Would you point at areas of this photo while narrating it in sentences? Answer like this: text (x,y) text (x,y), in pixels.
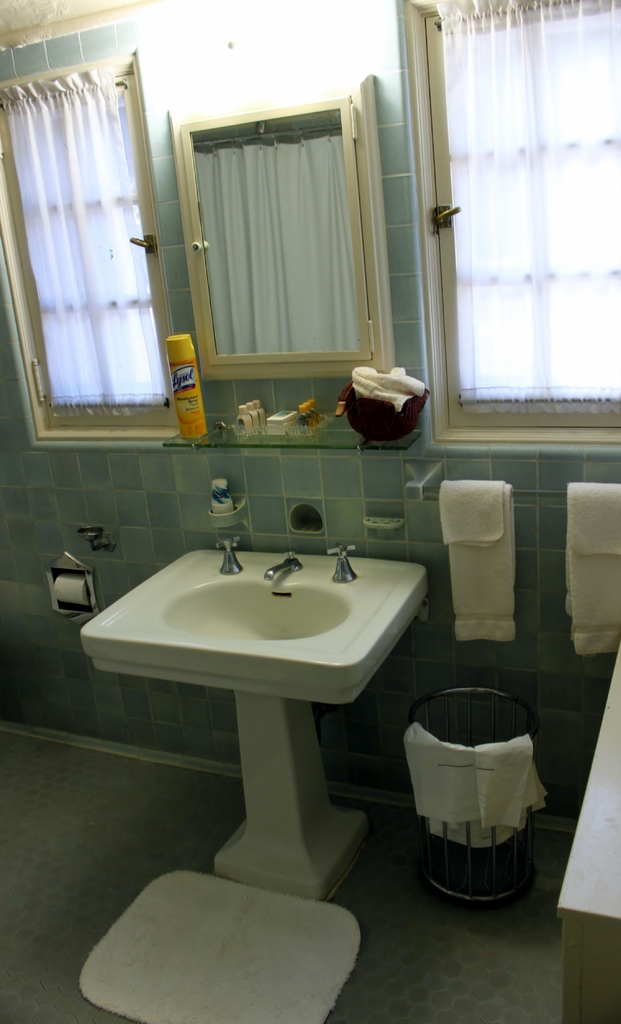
This image is taken in the bathroom (97,704). In the center of the image (413,619) we can see a sink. There is a bin (510,843). We can see towels (578,579) placed on the hanger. There is a mirror (289,336). There are toiletries (185,367) placed on the stand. In the background (107,416) there are windows (170,407) and we can see curtains (84,371). On the left (62,587) there is a paper roll (76,593). At the bottom (260,945) we can see a floor mat (155,961).
